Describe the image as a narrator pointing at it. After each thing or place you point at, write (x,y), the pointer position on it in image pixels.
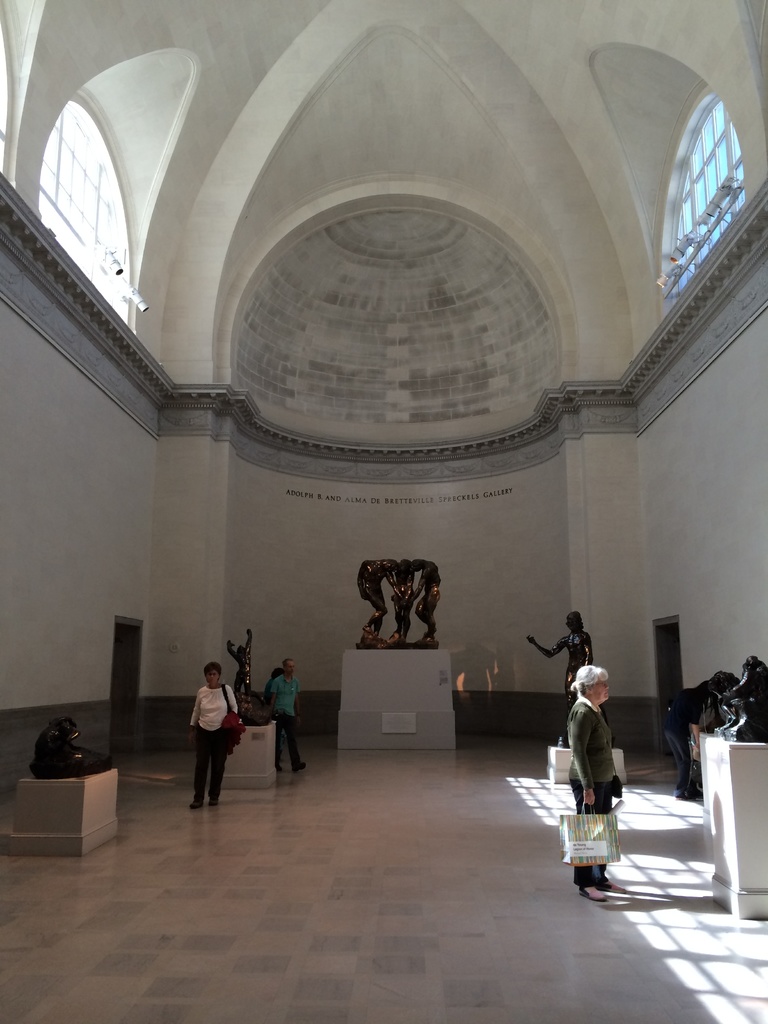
This image is taken in the hall (192,583). In this image there are sculptures (730,702) and we can see people (610,796). In the background (623,563) there is a wall (533,541) and we can see text (336,499) written on the wall (451,506). At the top (99,178) there are windows (727,176).
